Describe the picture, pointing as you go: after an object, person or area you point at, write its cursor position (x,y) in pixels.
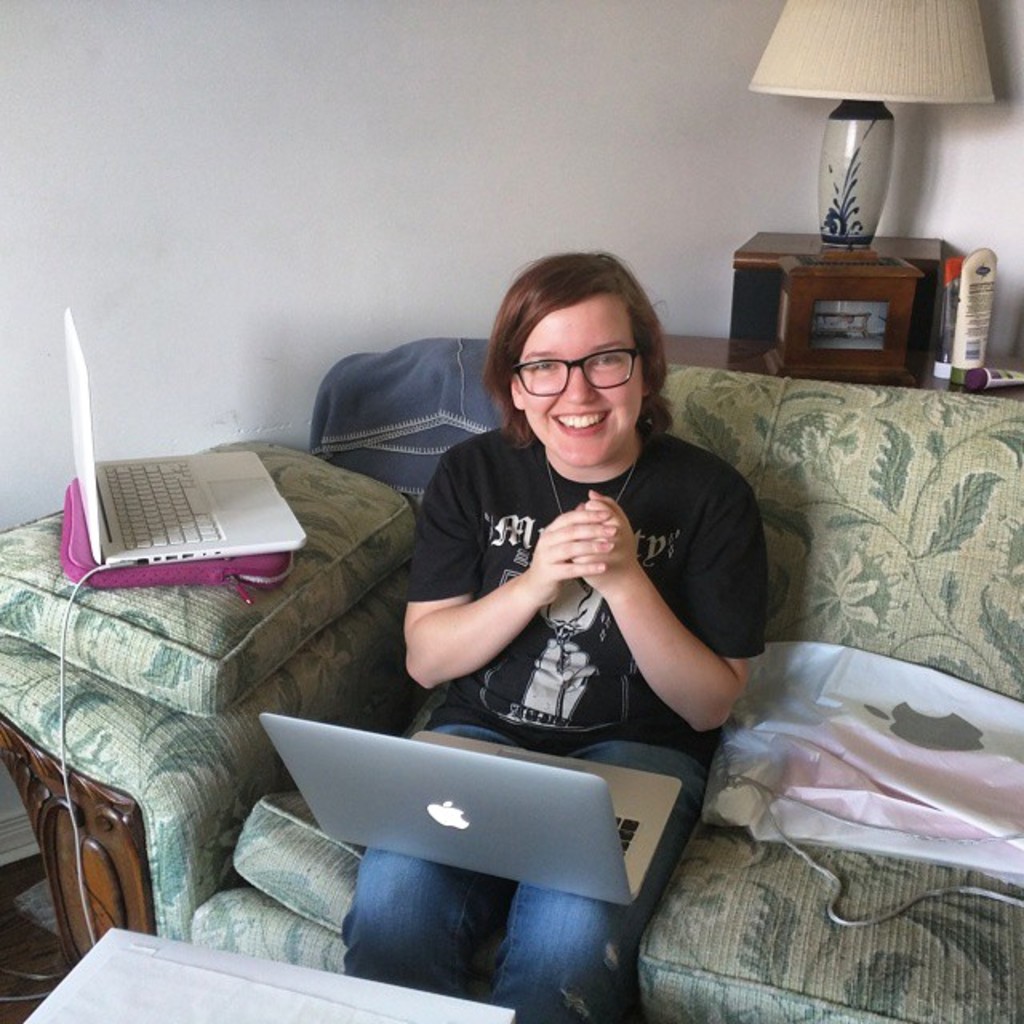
In this image in the foreground (433,831) a woman (628,690) holding a laptop (446,842) sitting on sofa chair (202,732), on the chair (888,648) there are covers (942,721), cable cord (815,871) visible, there is another laptop (155,480) kept on pillow (164,646) of sofa chair (223,654), at the top (522,160) there is the wall (657,123) in front of wall (610,148) there is a lamp (815,72), and may be cream packet (964,292) kept on table (676,342).
